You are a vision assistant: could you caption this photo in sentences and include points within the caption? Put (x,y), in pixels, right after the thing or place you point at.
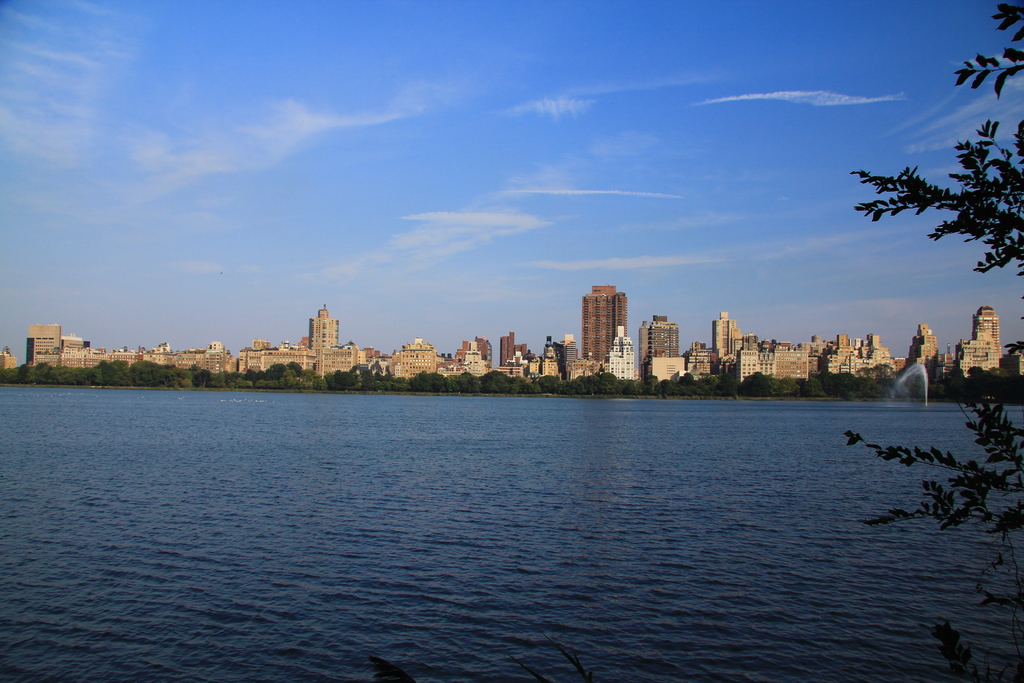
This image is taken outdoors. At the top of the image (175,216) there is the sky (622,85) with clouds (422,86). At the bottom of the image (419,533) there is a river (505,465) with water (687,457). On the right side of the image (982,226) there is a tree (1004,454). In the background (604,318) there are many buildings (187,359). There are many trees (658,387) with leaves (342,375), stems (289,377) and branches (307,372).
